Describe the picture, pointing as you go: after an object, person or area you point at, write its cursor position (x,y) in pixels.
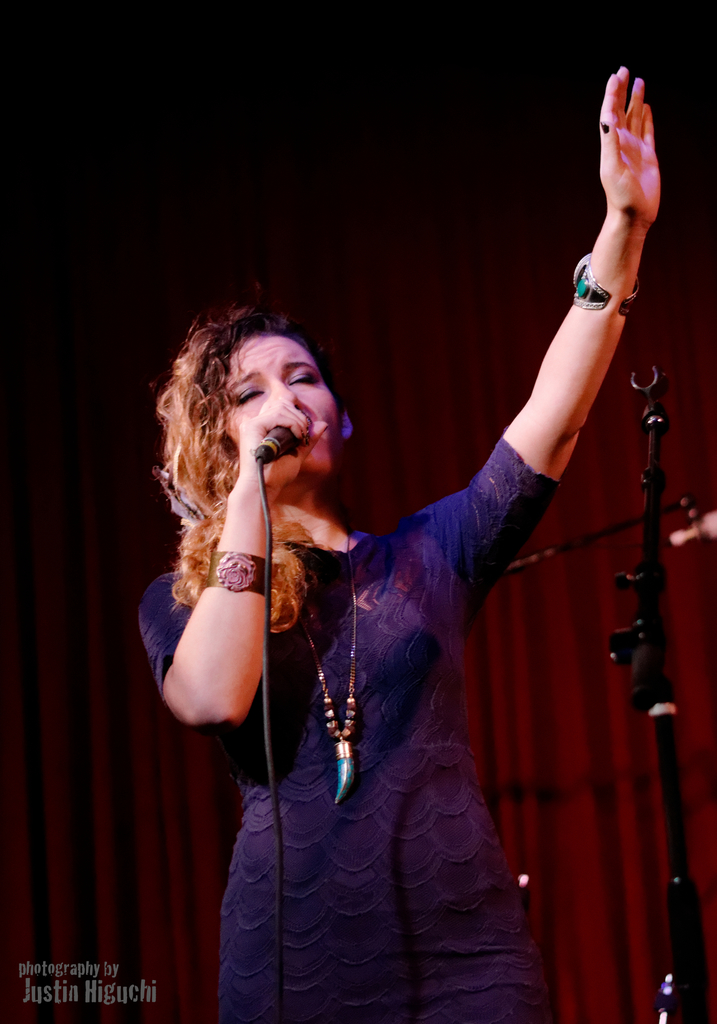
As we can see in the image in the front (341,618) there is a woman (337,772) wearing blue color dress (360,804) and holding mic (290,438). Behind her there are red color curtains (499,736).
